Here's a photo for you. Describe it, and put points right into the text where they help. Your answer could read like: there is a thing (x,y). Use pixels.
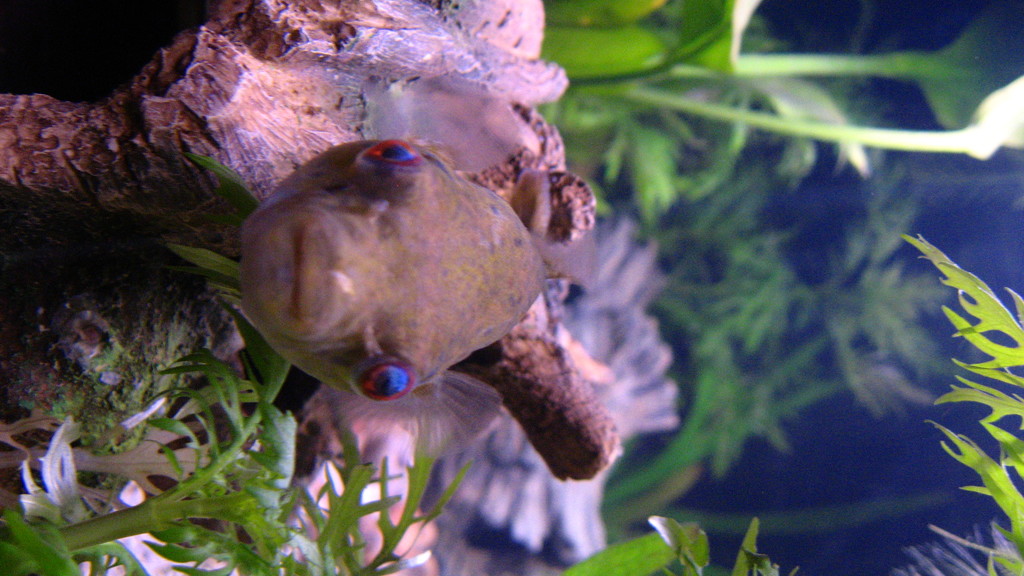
In the picture I can see a brown color fish (358,325), I can see a stone (555,459) and marine plants (427,476) here and the background of the image (612,6) is slightly blurred and dark, where we can see a few marine plants (730,7).
